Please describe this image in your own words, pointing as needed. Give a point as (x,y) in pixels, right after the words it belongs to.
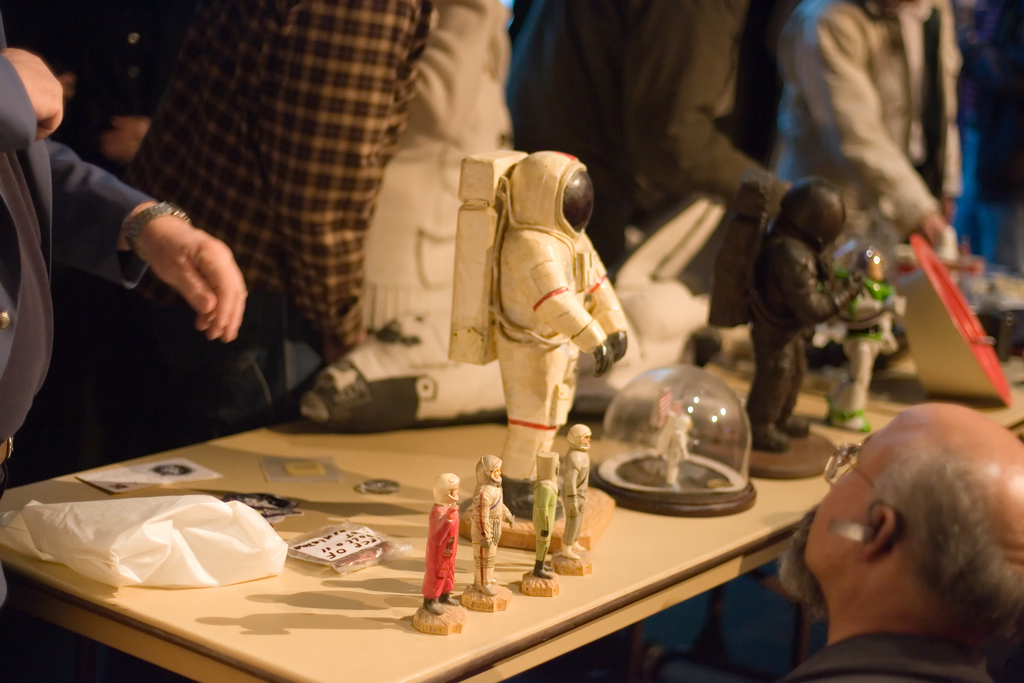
In this image, we can see persons (877,100) wearing clothes (918,129). There is a table (559,613) at the bottom of the image (435,638) contains some toys (614,365) and plastic bag (223,564).
